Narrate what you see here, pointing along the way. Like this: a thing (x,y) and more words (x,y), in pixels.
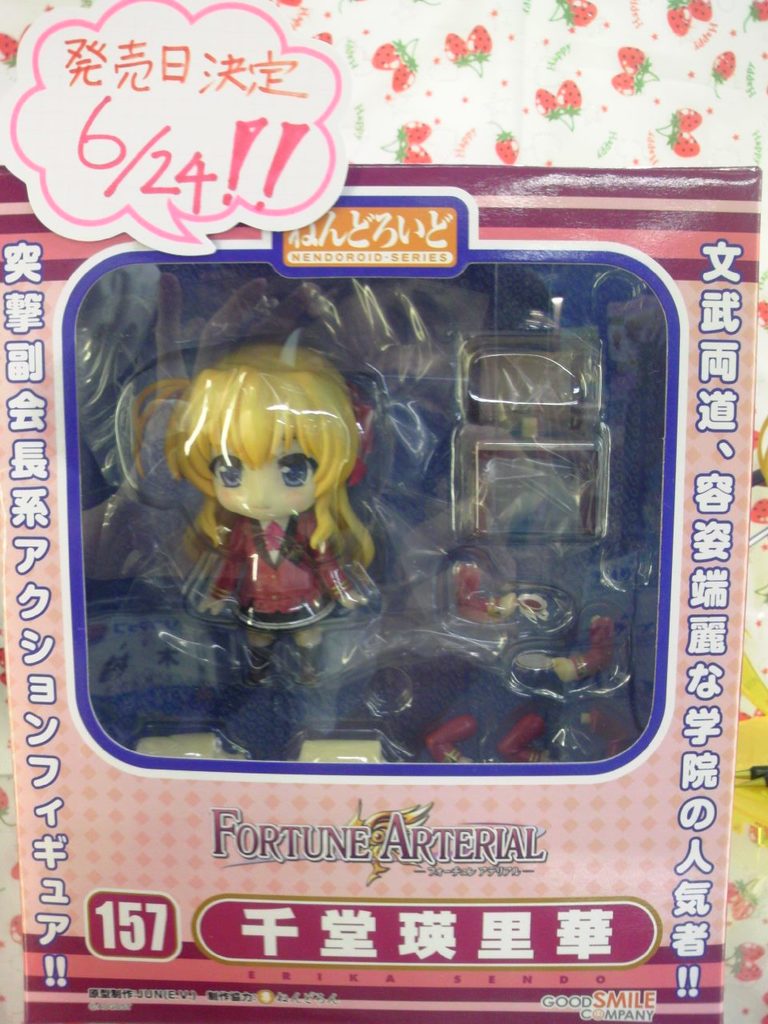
In this image we can see a toy (305,566) placed in the carton (515,789). In the background (467,88) there is a wall (478,88) and we can see text (402,263).
